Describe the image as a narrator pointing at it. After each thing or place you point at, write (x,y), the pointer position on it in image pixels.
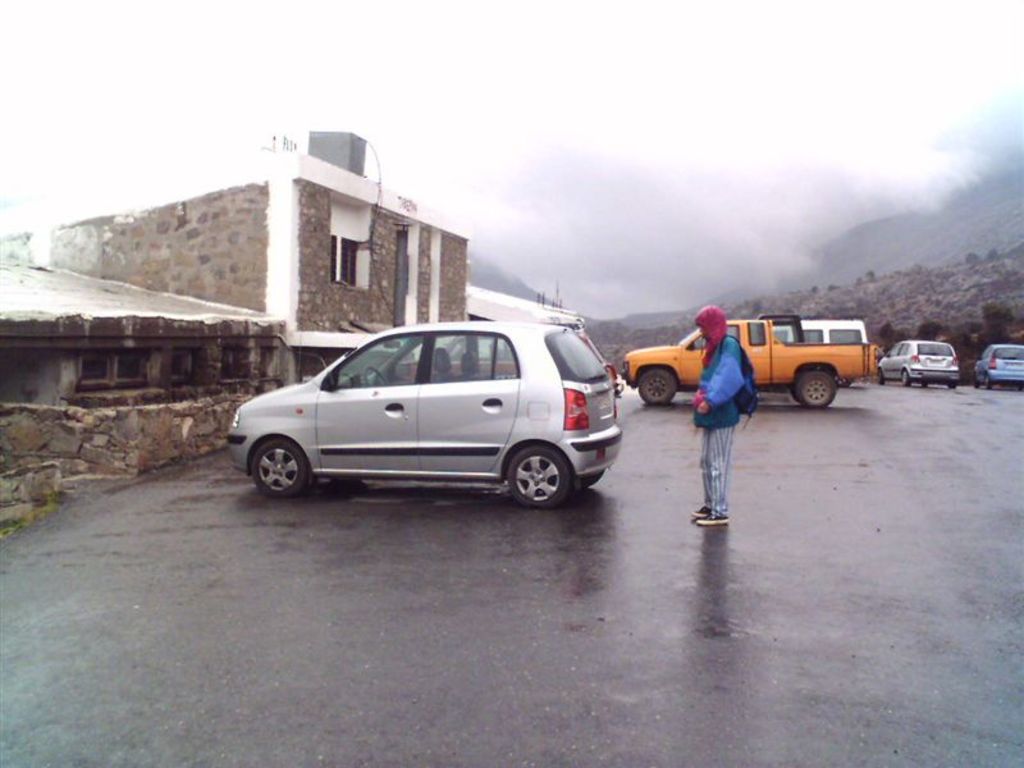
In the picture I can see a person (719,512) wearing sweater (732,387), shoes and carrying a backpack (746,375) is standing on the road (712,623). Here we can see these vehicles (980,373) are parked on the road (491,489), I can see the stone wall (214,426), houses (186,358), mountains (982,286), fog (690,244) and the sky (462,155) in the background (520,98).
